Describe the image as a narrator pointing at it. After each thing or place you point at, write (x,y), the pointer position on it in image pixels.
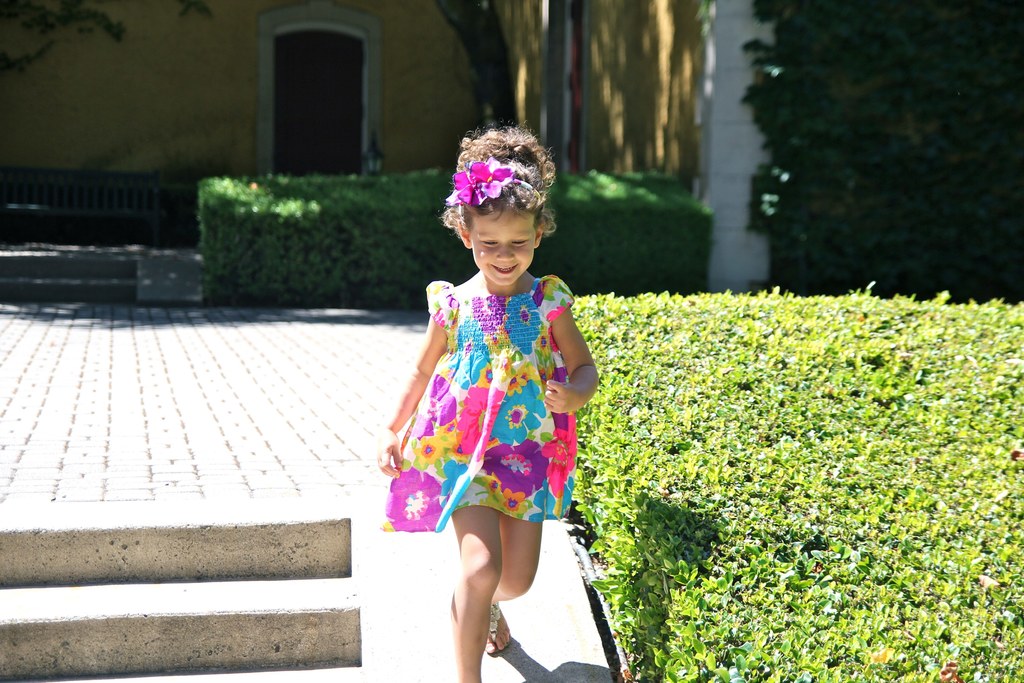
In the center of this picture (492,239) there is a girl (523,304) wearing a floral frock (508,341) and running on the ground (522,630). On the left (121,381) we can see the pavement (154,385) and the stairs (147,598). On the right (888,400) we can see the plants (899,354), trees (873,194) and shrubs (579,192). In the background (176,74) we can see the bench (102,179) and a wall (137,31) and a door (359,74) of a building (360,78).
